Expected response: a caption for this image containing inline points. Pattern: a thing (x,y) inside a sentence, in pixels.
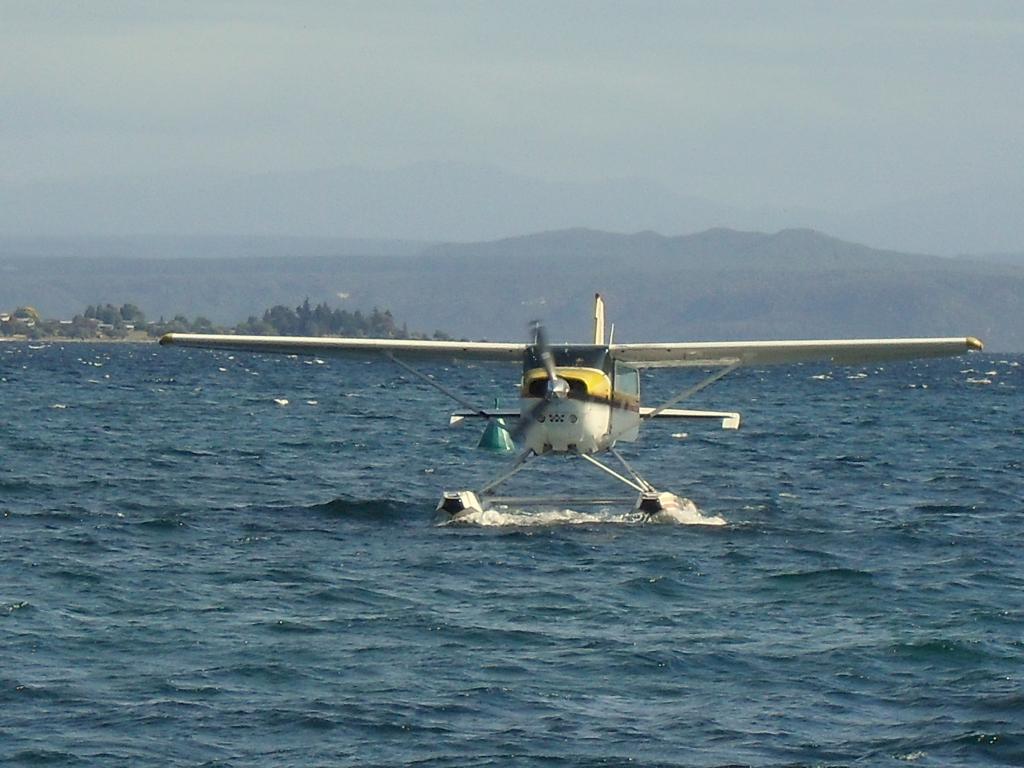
In this image we can see an airplane (611,412) on the water (796,561). In the background (838,313), we can see mountains (562,269), trees (315,319) and the sky (730,97).
